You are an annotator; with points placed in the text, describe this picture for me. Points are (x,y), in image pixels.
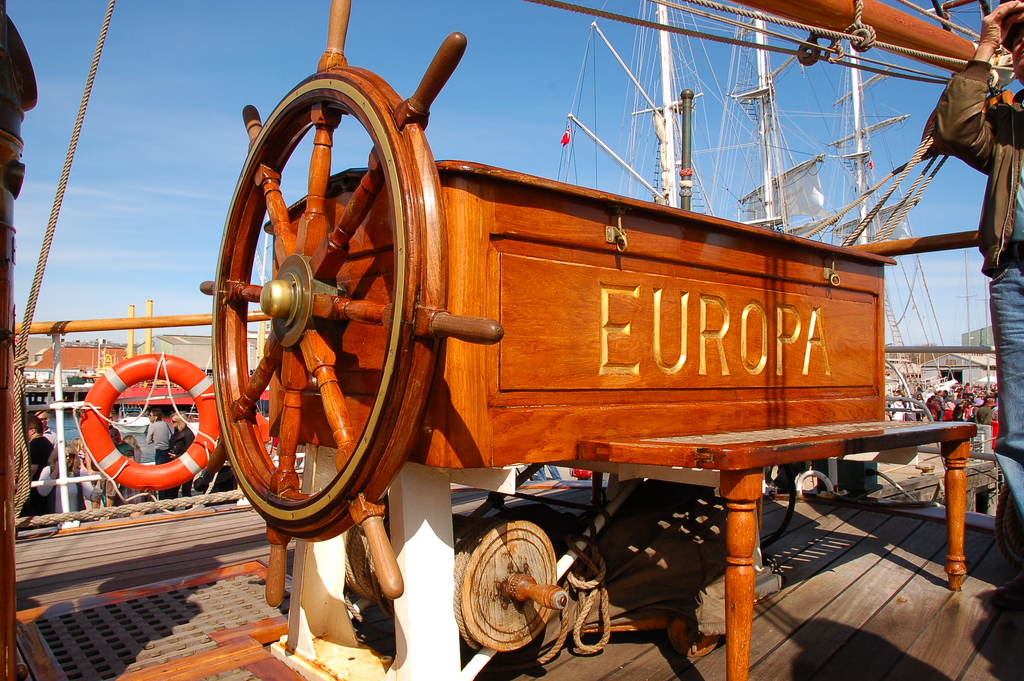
This picture shows a Boat steering wheel (290,280) and a man (1012,478) standing.
